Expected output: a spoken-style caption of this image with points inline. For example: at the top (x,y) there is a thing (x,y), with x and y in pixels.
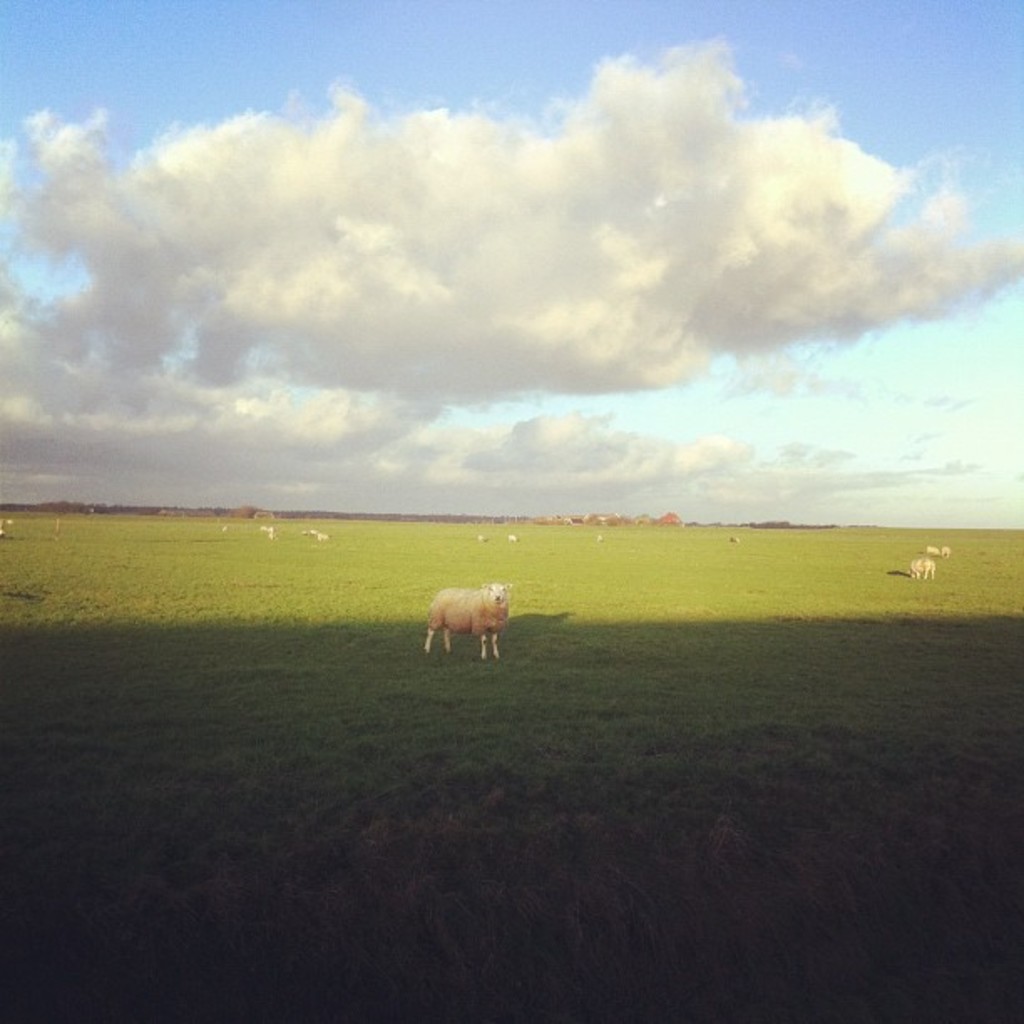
In this picture we can see animals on the ground (546,869). Here we can see grass (744,652). In the background (589,459) there is sky (669,316) with clouds (831,265).
